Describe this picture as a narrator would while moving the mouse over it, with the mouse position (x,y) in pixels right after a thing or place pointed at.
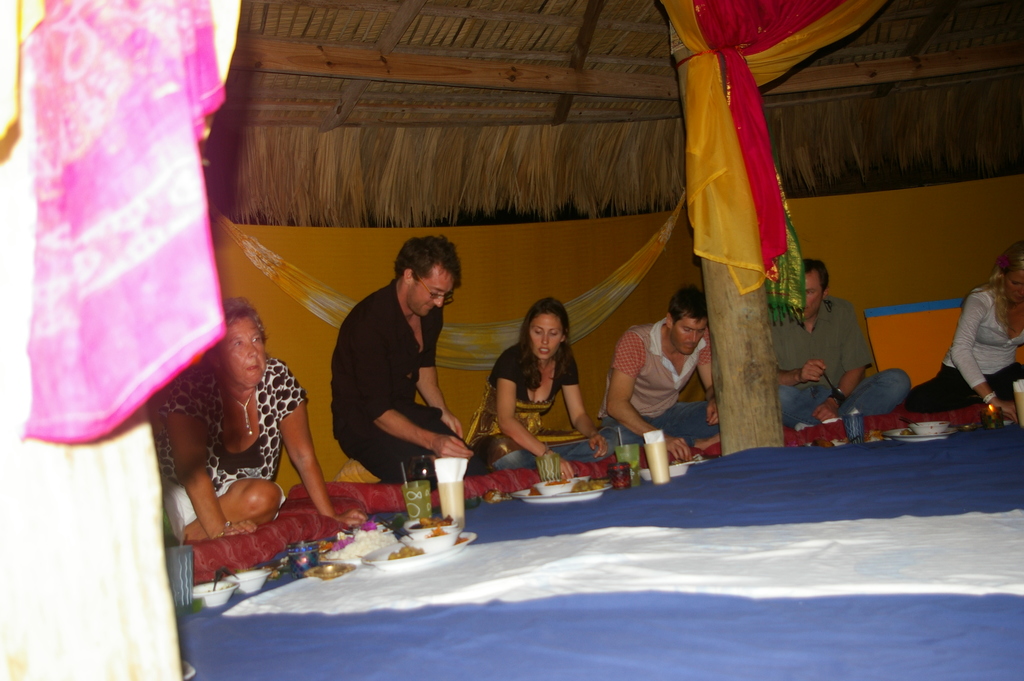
In this image there is a wall (277,296), pillar (708,302), cloths (745,233), roof (573,161), people (219,375), plates (558,496), glasses (542,461), bowls (256,569), food (447,521) and objects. A person (805,373) is holding a food (380,535).
